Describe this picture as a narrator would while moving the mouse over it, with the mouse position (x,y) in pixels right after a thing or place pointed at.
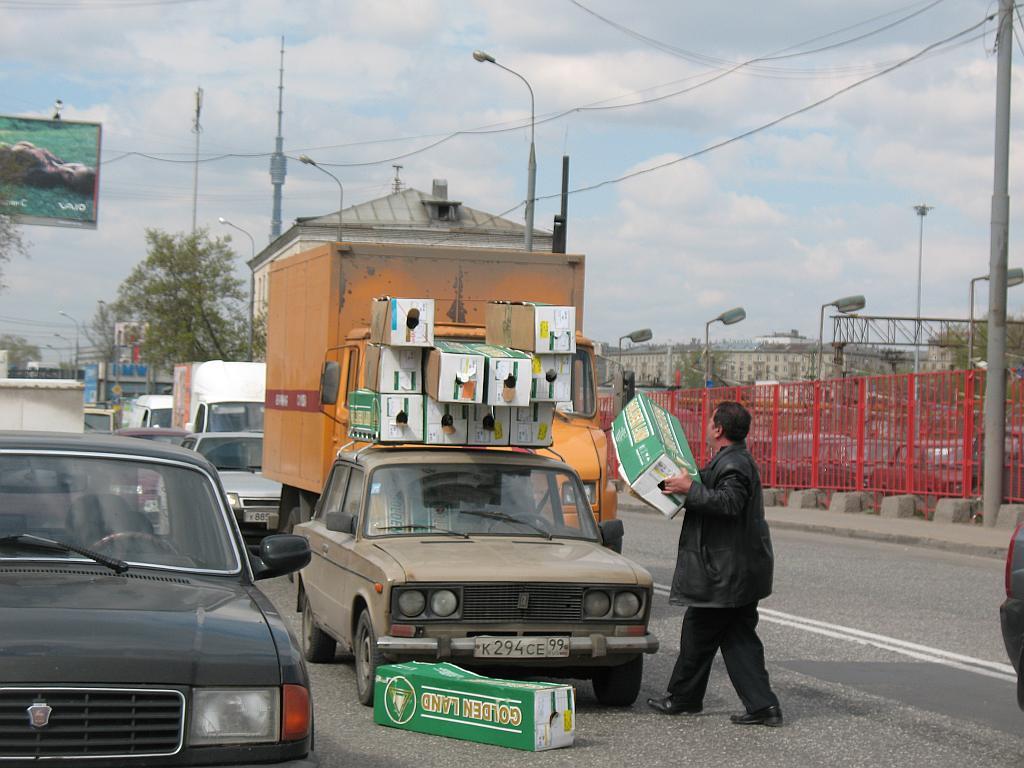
This image consists of a man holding the boxes (639,466) which are made up of cardboard (461,704). Some of the boxes (413,437) are kept on the top of a car (464,475). At the bottom (510,758), there is a road (994,746). In the front (25,675), there are many vehicles (71,442). On the right (813,457), there is a fencing (803,398) along with lights (972,319) and poles (1006,351). In the background (194,247), there is a building (255,282) along with a tree (141,307). On the left (27,350), there is a tree (195,336). At the top (89,97), there are clouds (17,262) in the sky (6,298).
